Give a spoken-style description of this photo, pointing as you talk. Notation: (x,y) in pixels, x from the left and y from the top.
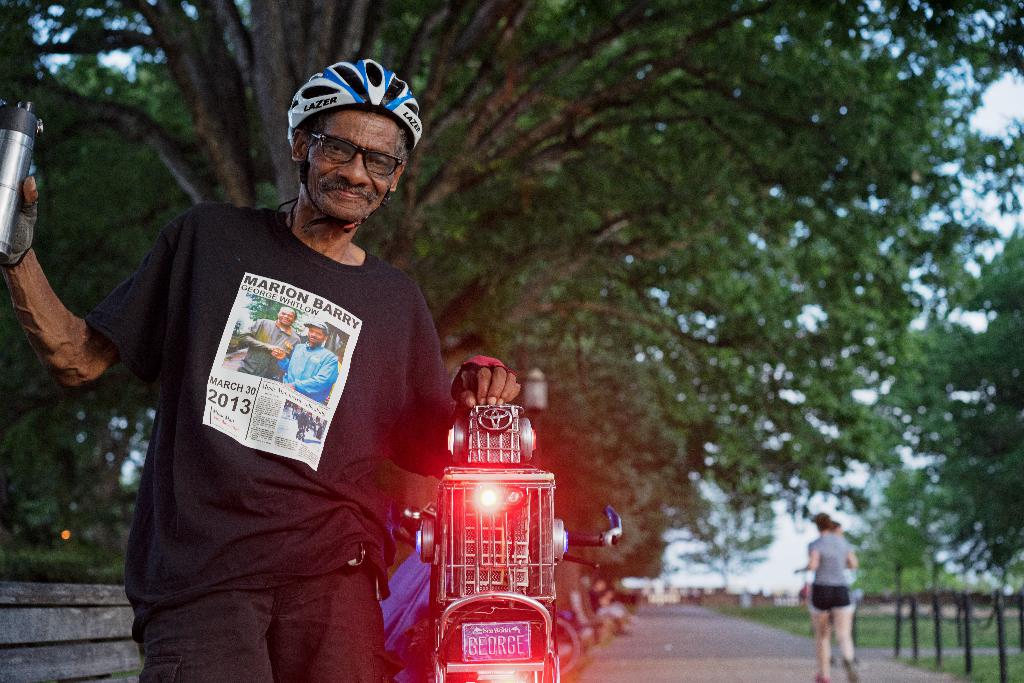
In this image we can see a person (342,468) standing and holding an object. There is a vehicle (489,446) at the bottom of the image (451,498). There is a grassy land (866,641) in the image. There are few barriers (971,657) at the right side of the image (1004,655). There are many trees (811,253) in the image. We can see few people (817,637) walking on the road (877,664). There is a bench (97,615) at the bottom left corner of the image (106,631).
